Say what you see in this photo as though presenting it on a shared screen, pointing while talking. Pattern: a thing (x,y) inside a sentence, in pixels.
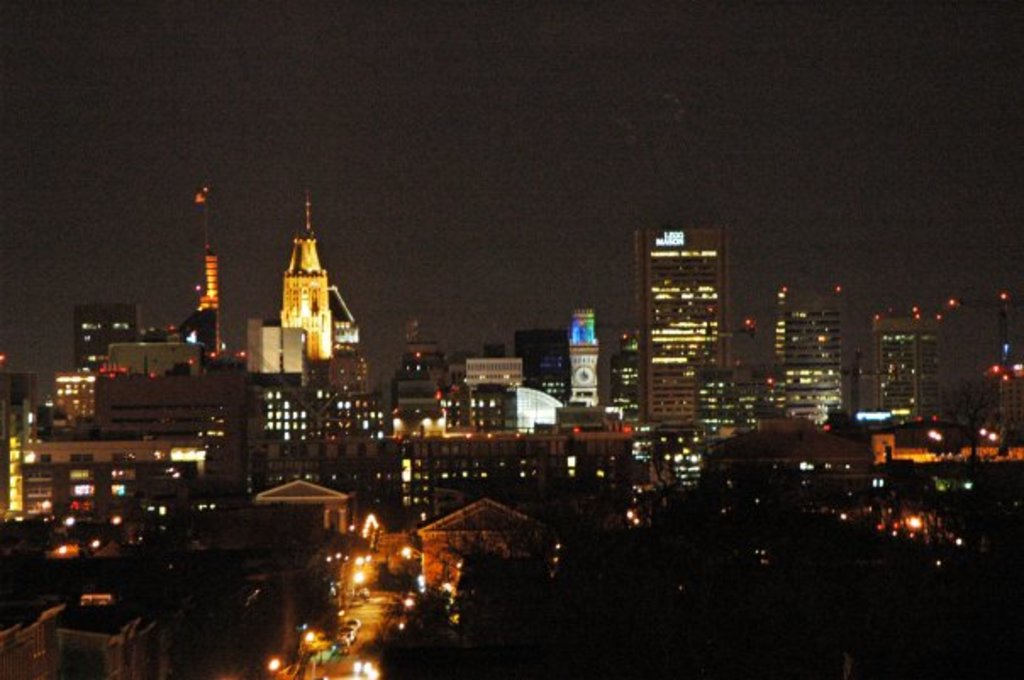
This image consists of houses (308,506), buildings (175,516), lights (199,432), towers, fleets of vehicles (374,669) on the road (368,611), trees (381,578) and the sky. This image is taken may be during night.
